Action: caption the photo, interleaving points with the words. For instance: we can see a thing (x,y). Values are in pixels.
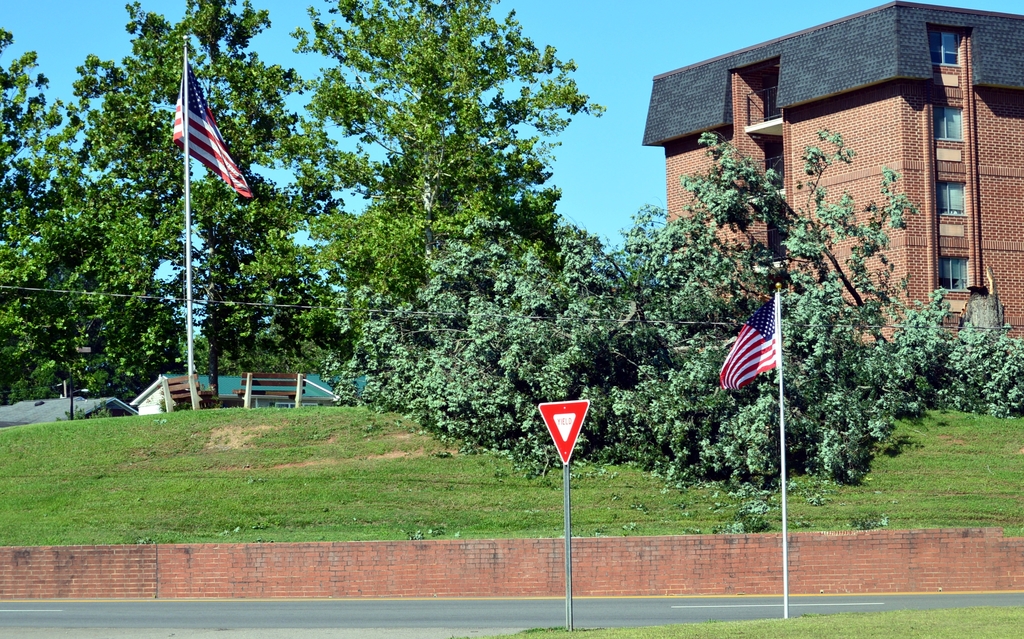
This is an outside view. At the bottom (214,619) there is a road (494,628). Beside the road (623,609) there are two poles (568,573). In a background (453,381) there are many trees (385,352) and few buildings (926,140). At the top of the image (644,26) I can see the sky (644,24).
